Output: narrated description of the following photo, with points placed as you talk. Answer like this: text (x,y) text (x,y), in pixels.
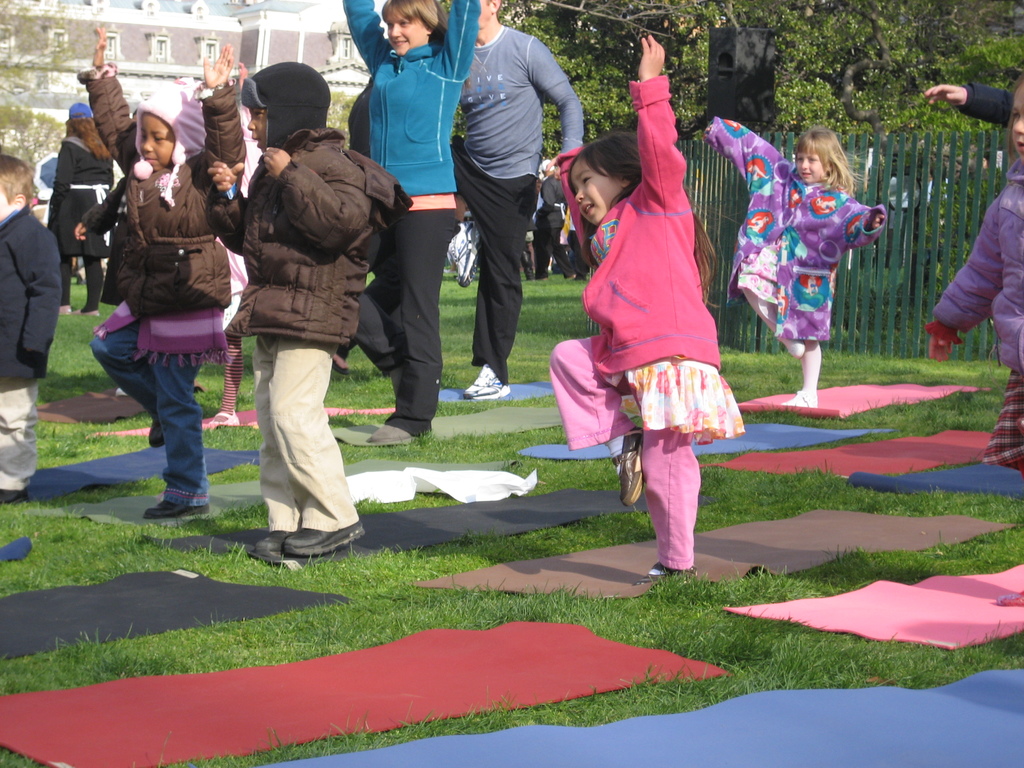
In this image I can see children (368,185). There are few people (509,259), there are mats (234,726), trees (1002,77) and in the background (338,39) there is a building (297,50).
